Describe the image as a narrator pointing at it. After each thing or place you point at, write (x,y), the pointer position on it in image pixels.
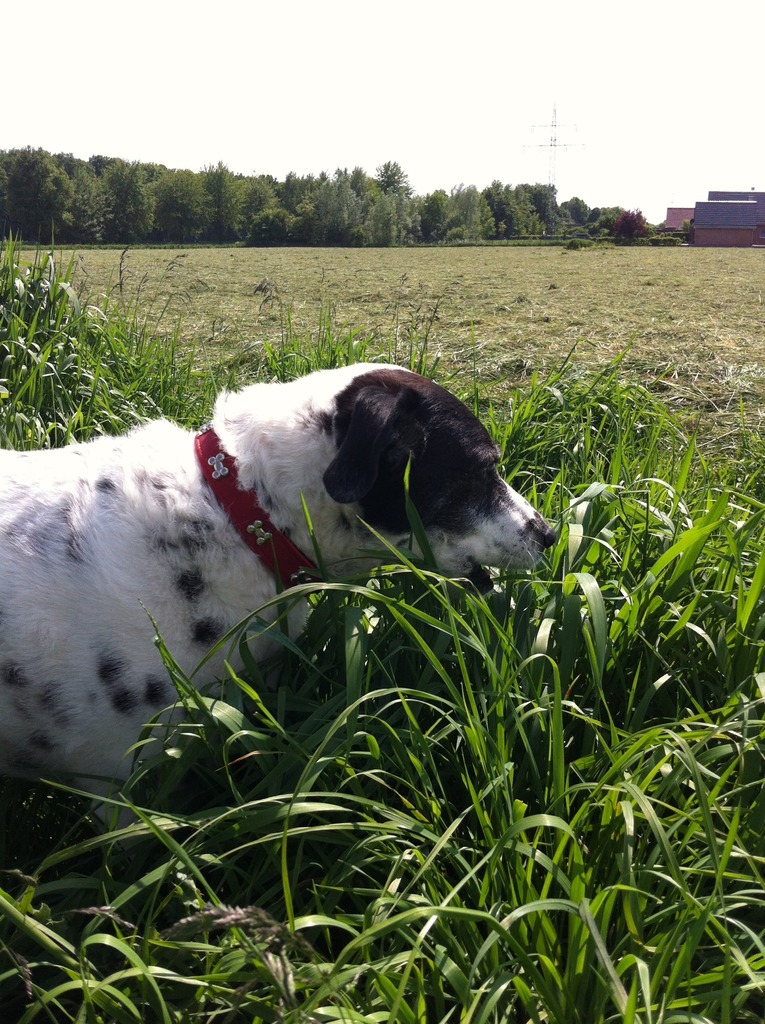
In the picture I can see a white color dog (231,584) is standing in the grass (690,845). In the background (762,213), I can see houses (718,216), trees (579,216), tower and the plain sky (532,180).
